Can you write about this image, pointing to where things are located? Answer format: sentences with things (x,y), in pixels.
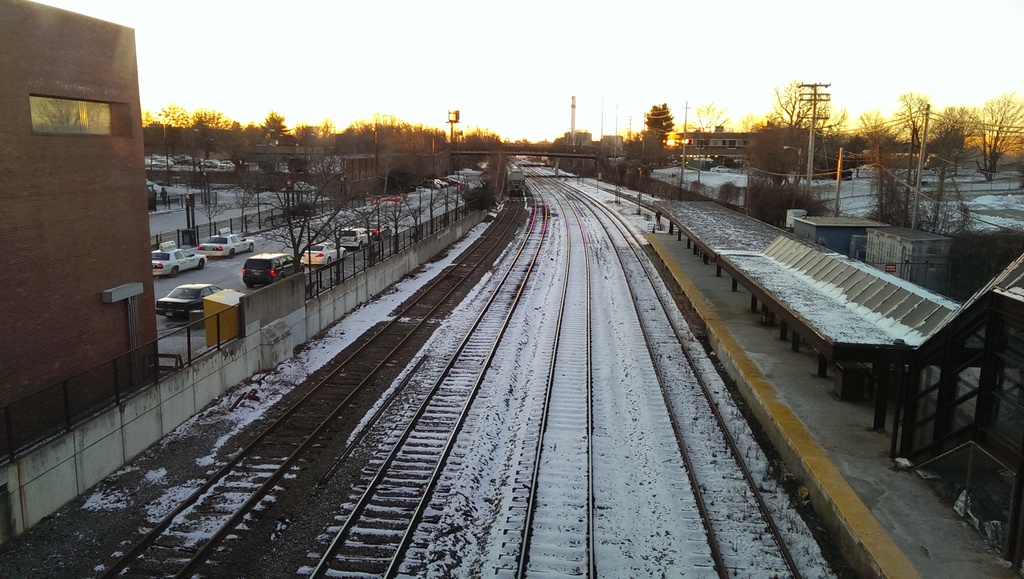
In the Center of the image (641,346) there is a railway track (783,545) and it is covered with snow (608,504). On the left (293,212) and on the right (938,202) there are many trees (938,212) and also buildings (372,168). Image also consists of vehicles (178,304) present on the road (281,248). Sky (871,56) is also visible. Poles (810,123) with wires (992,132) are also present in this image.
